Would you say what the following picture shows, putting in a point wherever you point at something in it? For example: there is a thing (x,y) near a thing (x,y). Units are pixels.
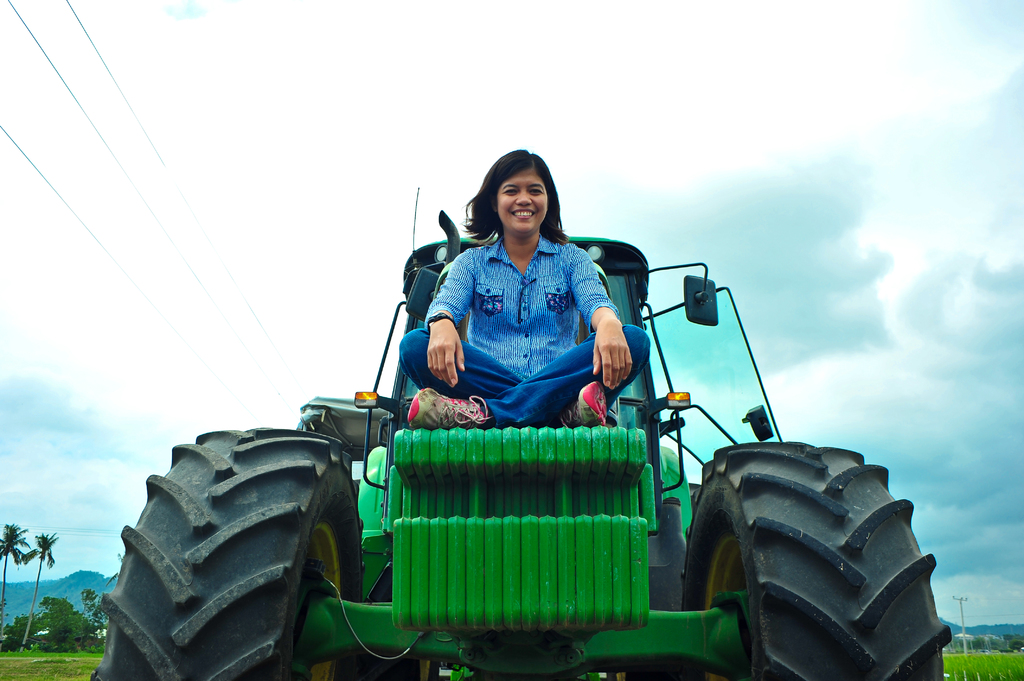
In this image we can see a person (471,364) sitting on a vehicle (528,507). In the bottom right (979,664) we can see a pole (965,645), grass (1002,664), trees (979,646) and mountains (984,630). In the bottom left (63,639) we can see trees (45,616), grass (28,680) and mountains (30,594). At the top (241,108) we can see the sky (196,120) and wires (170,172).
